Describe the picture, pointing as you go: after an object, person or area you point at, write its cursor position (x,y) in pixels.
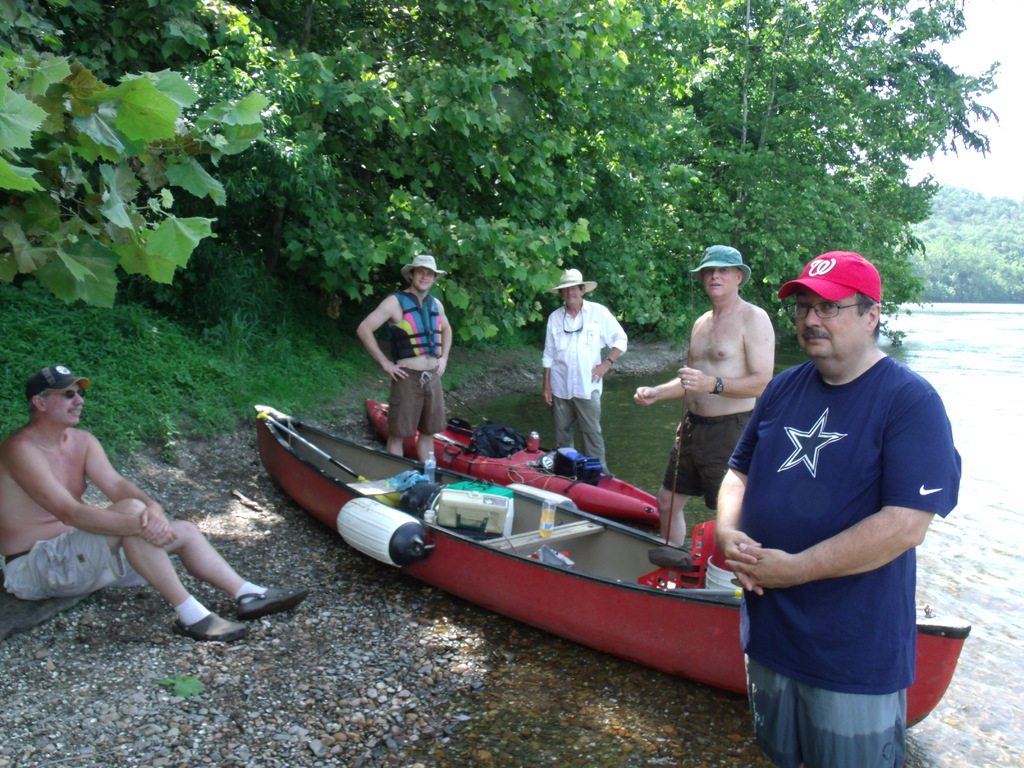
In this image in the front (401,429) there are persons (833,483) standing and there is a person (74,522) sitting, there are boats (477,565). On the right side (1003,441) there is water (1000,428). In the background (230,295) there is grass (203,343) on the ground (193,332) and there are trees (869,220).
